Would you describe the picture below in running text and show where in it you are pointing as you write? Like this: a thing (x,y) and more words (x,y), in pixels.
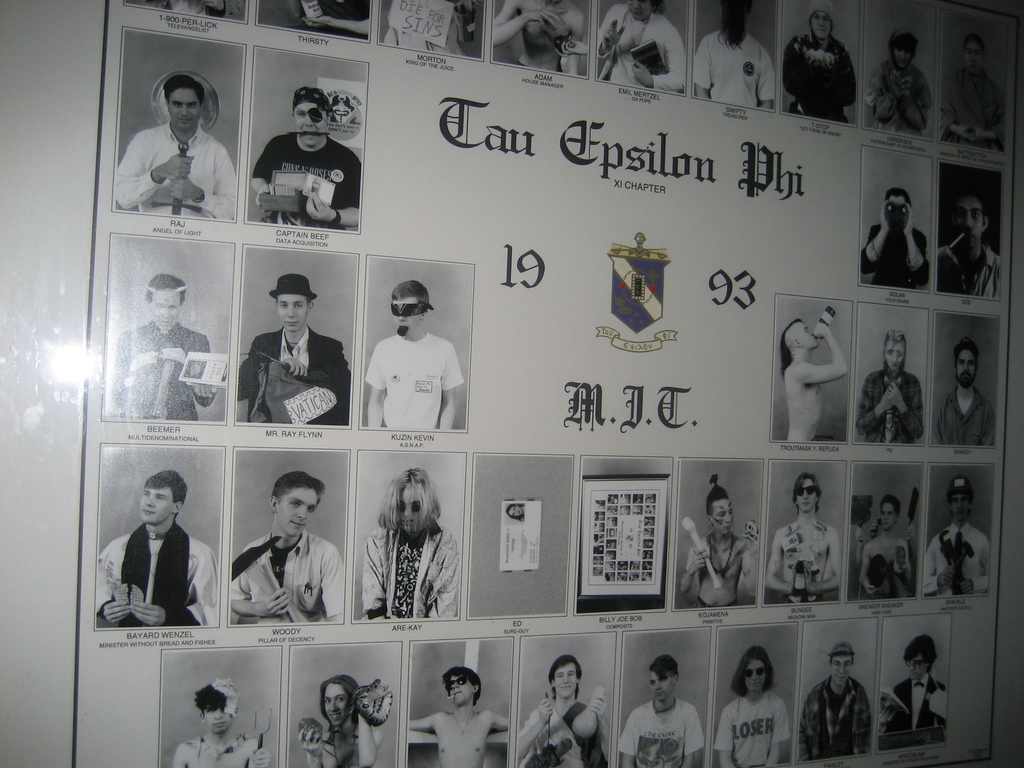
In this picture we can see banner (142,239) on the wall (27,247), on this banner (543,404) we can see people (438,526) and some information (457,102).
